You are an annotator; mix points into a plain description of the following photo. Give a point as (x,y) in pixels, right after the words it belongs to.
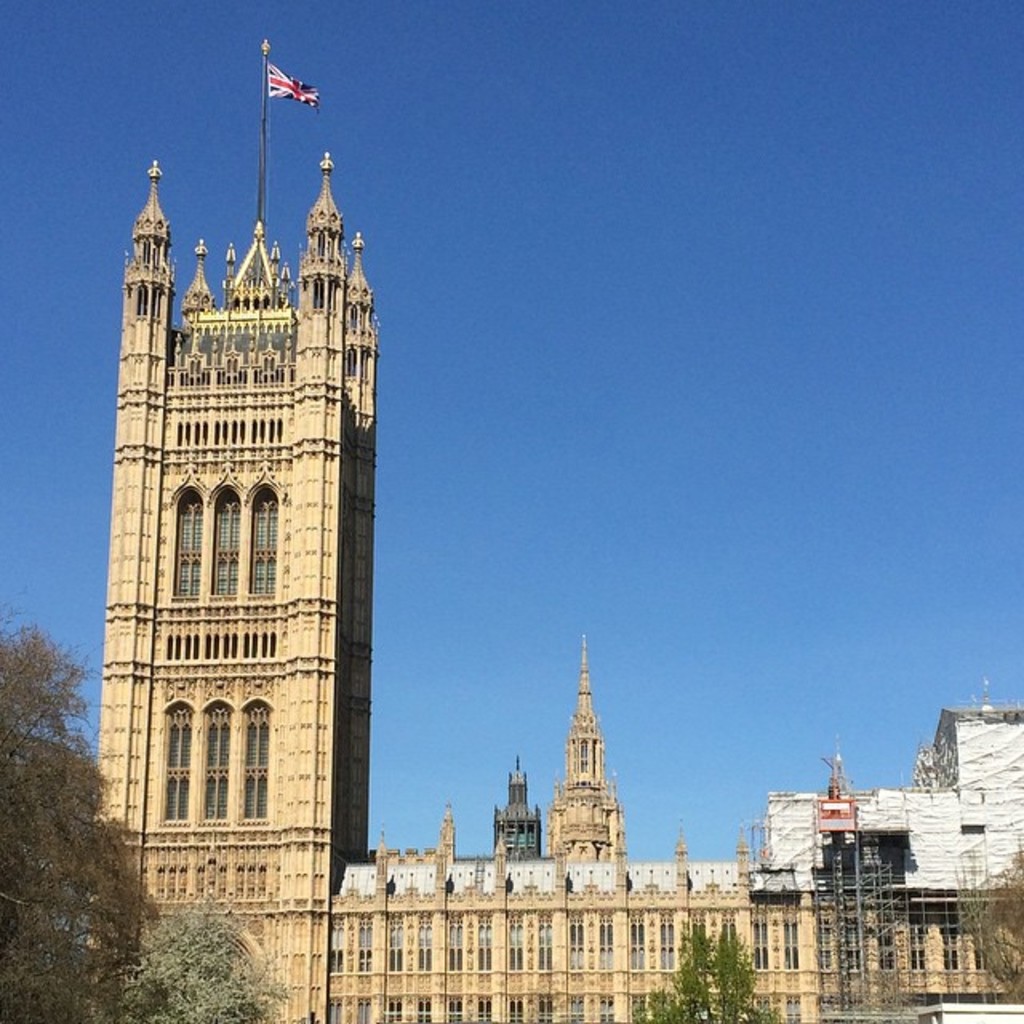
In this image, we can see buildings (335,968), rods (869,835), walls (529,974), windows (423,957) and trees (40,931). In the background (808,310), there is the sky (633,325). On top of the building (219,385), we can see a pole (265,128) with flag (281,93).
